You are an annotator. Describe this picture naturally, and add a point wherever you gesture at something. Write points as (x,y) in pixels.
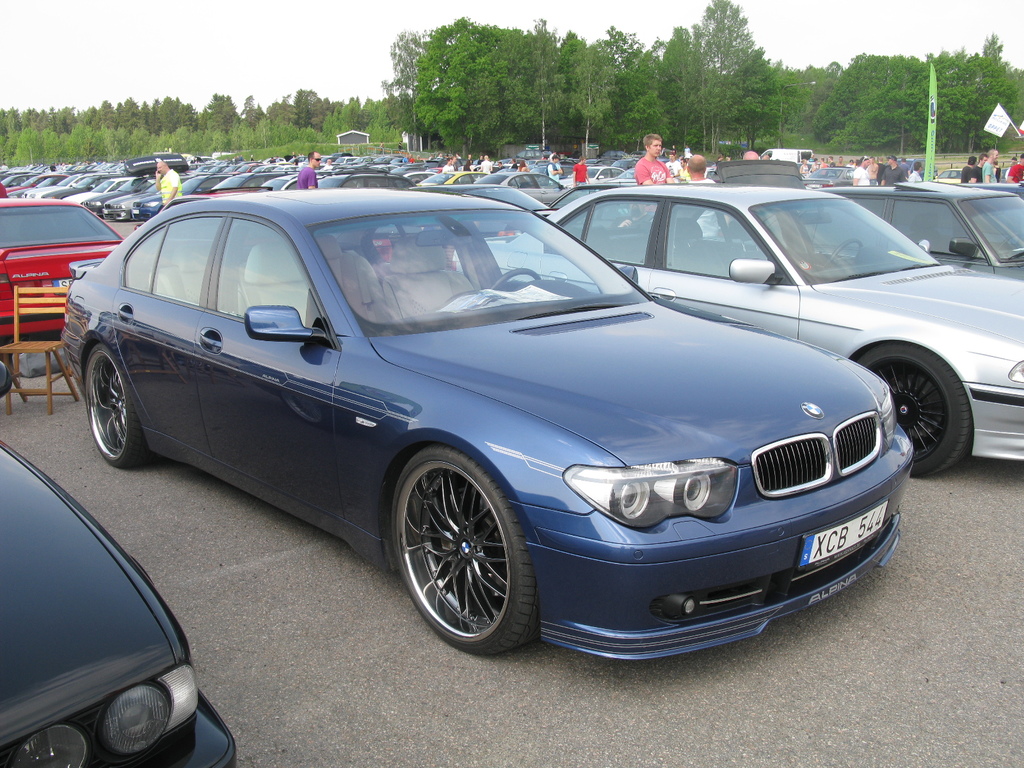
In the background (980,72) we can see trees (480,94). We can see cars (820,313) on the road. On the left side (53,397) we can see a chair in the middle of the cars (30,335). In the top right corner of the picture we can see a flag (998,117) in white color.
